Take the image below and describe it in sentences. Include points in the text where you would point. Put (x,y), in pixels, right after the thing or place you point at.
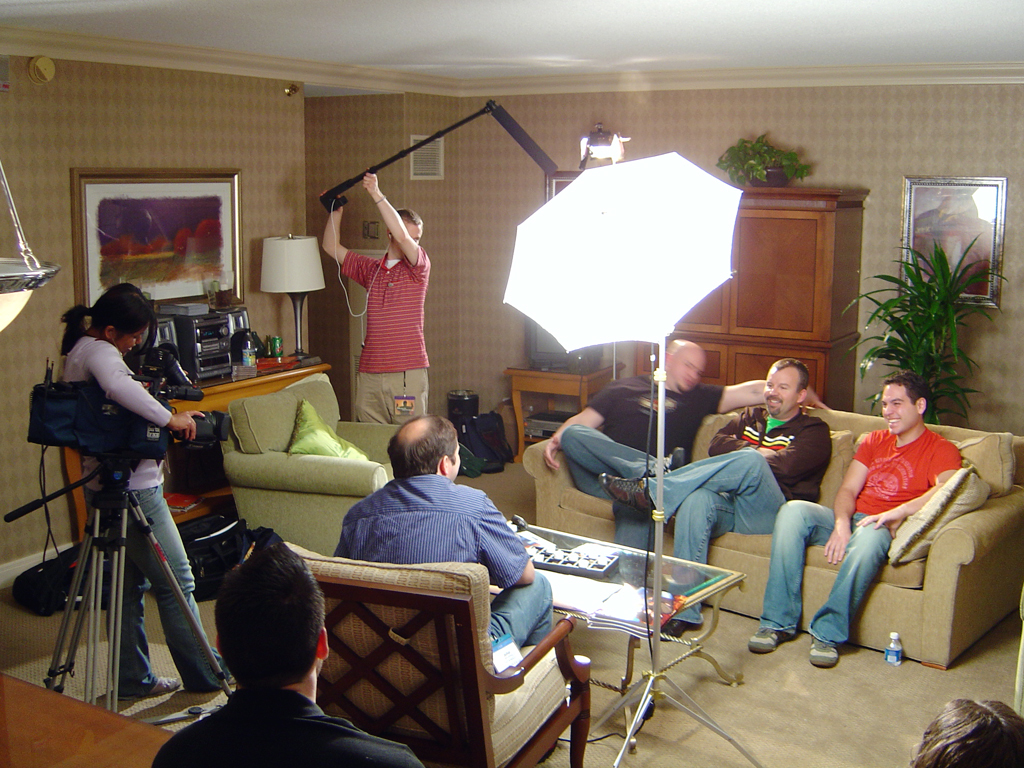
Pictures of inside the room (531,121). In the center (636,504) we can see group of persons (893,462) sitting on the couch (946,551) and there is a center table (647,575) and on the left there is a man (386,281) wearing red color t-shirt (401,307), standing and holding a metal rod (443,134). On the left (125,394) there is a woman (120,328) standing and holding a camera (161,441). In the foreground (473,500) we can see a man (459,492) wearing blue color shirt (454,516) and sitting on the chair (463,672). In the background (838,242) there is a cabinet (797,236), a television (564,360) placed on the top of the table (573,376), house plant (935,360) and a machine (203,323) placed on the top of the table (252,385) and a picture frame (168,182) hanging on the wall (856,147).
